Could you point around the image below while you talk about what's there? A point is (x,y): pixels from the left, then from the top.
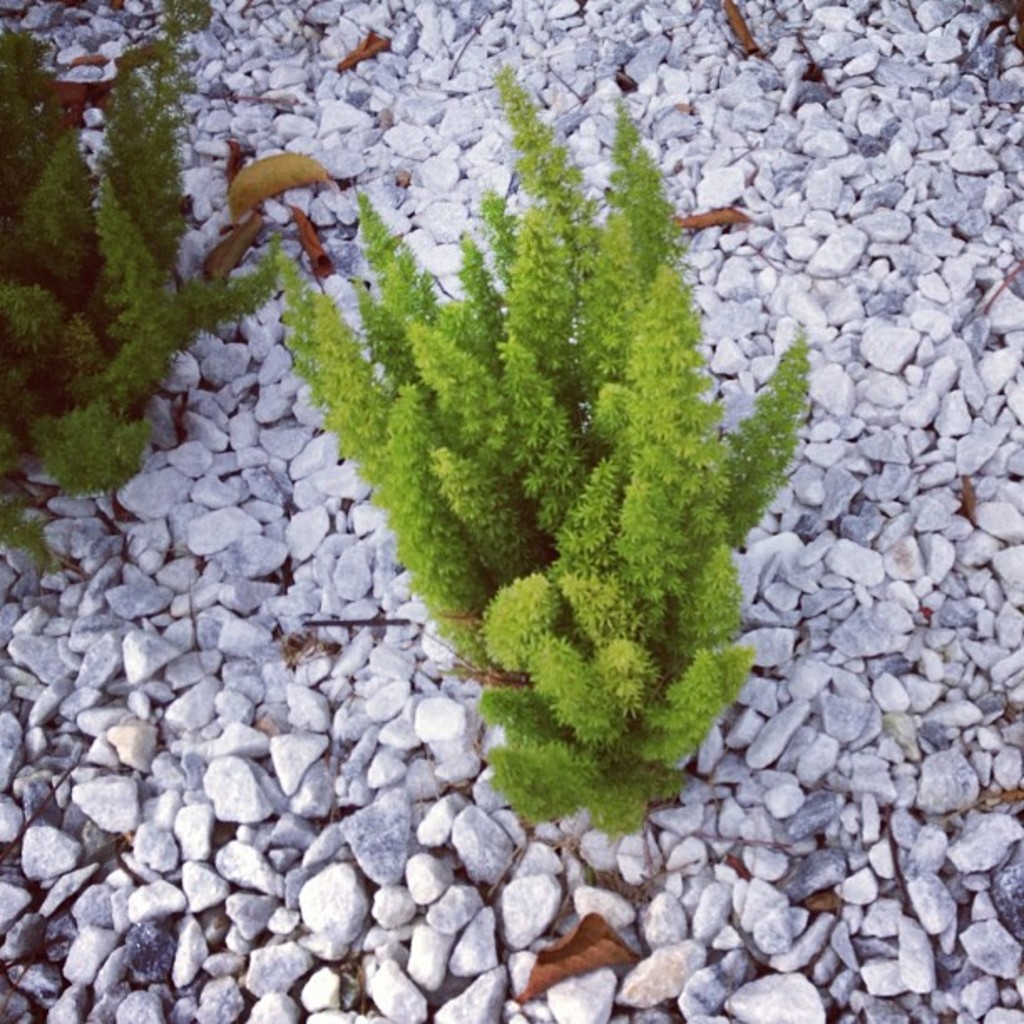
In this picture I can see few plants (548,510) in the middle (652,559) and there are stones (973,200).
